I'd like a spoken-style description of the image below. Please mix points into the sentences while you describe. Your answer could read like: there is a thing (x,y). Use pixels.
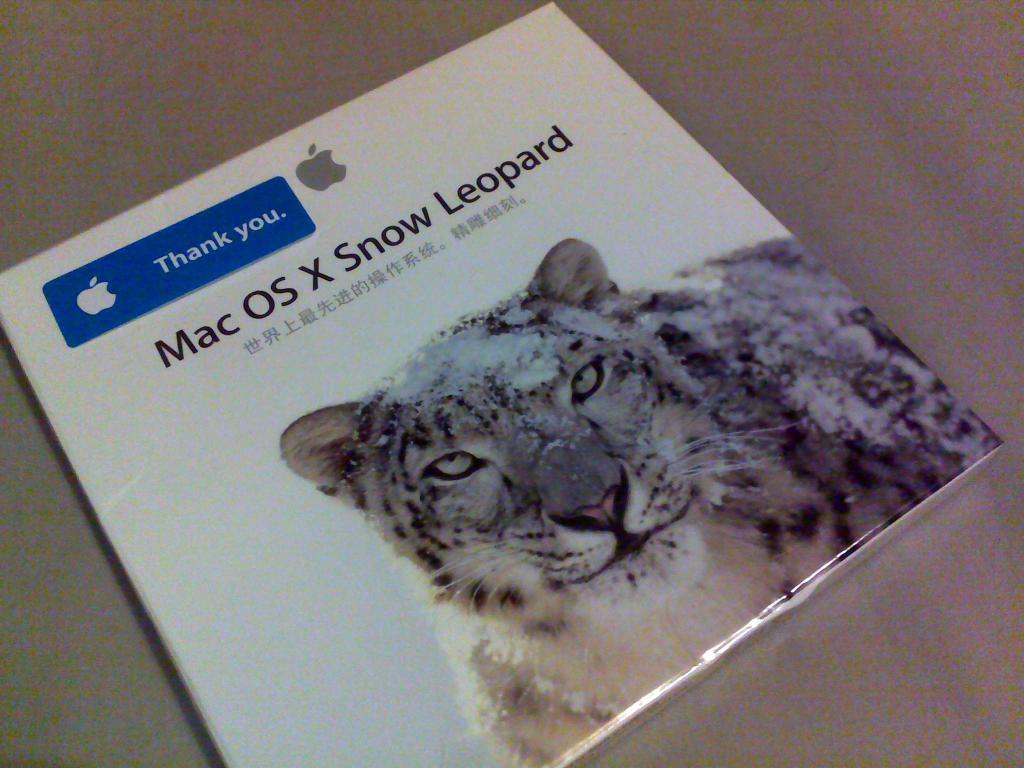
In this image we can see an object (298,490) which looks like a book (428,437), on the book (399,366) we can see some text (265,339) and an image (573,437).
